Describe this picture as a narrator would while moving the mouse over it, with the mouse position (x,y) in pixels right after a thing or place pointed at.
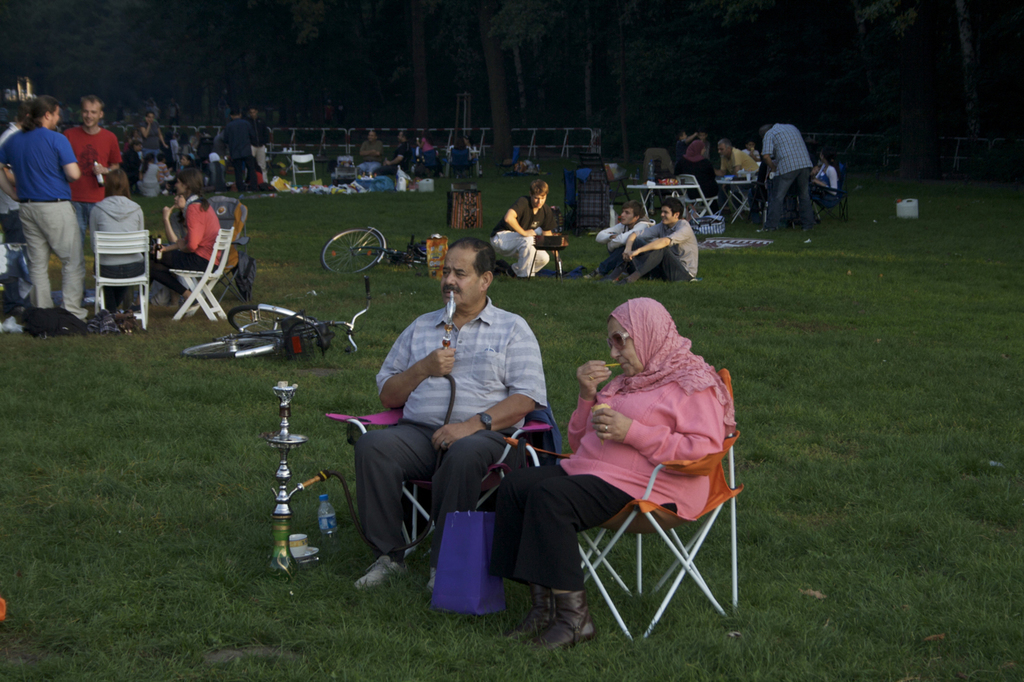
There are two persons (637,451) sitting in chair (545,452) and there is a hookah pot (284,435) in front of them and there are group of people (213,172) and trees (553,88) in the background (690,79) and the ground (637,620) is greenery (197,567).
